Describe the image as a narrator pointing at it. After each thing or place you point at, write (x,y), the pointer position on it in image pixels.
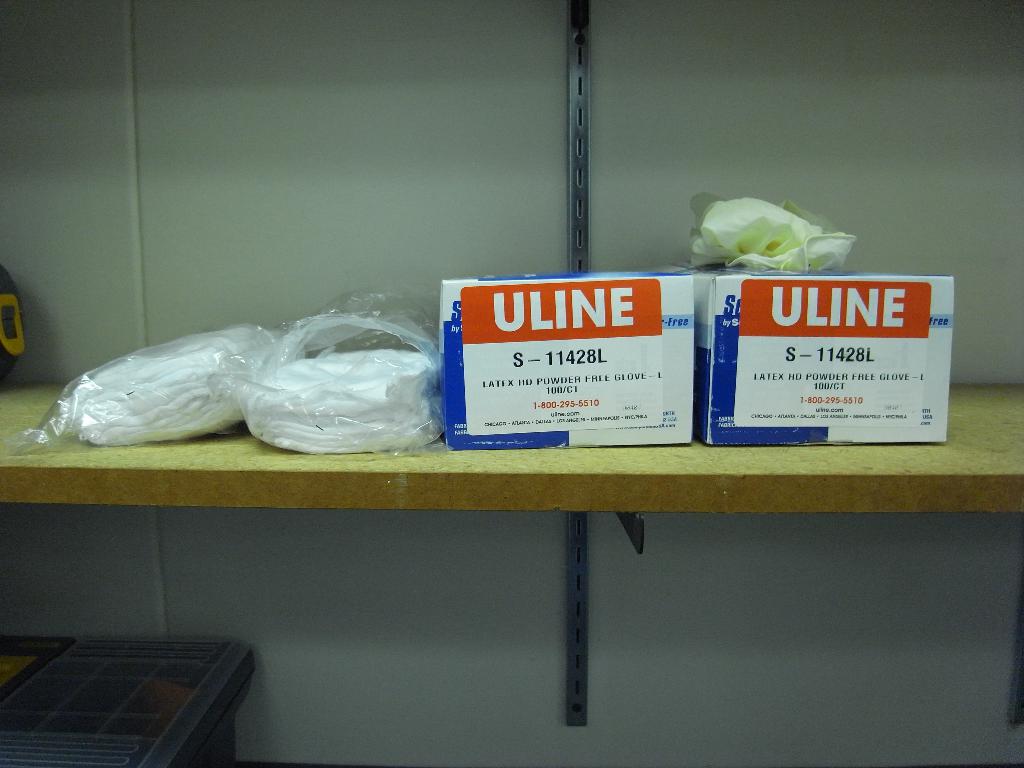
In this image I can see there are two boxes (723,310) with orange color stickers (644,350) on them, on the left side (217,418) there are clothes (293,401) in polythene covers (274,403).
